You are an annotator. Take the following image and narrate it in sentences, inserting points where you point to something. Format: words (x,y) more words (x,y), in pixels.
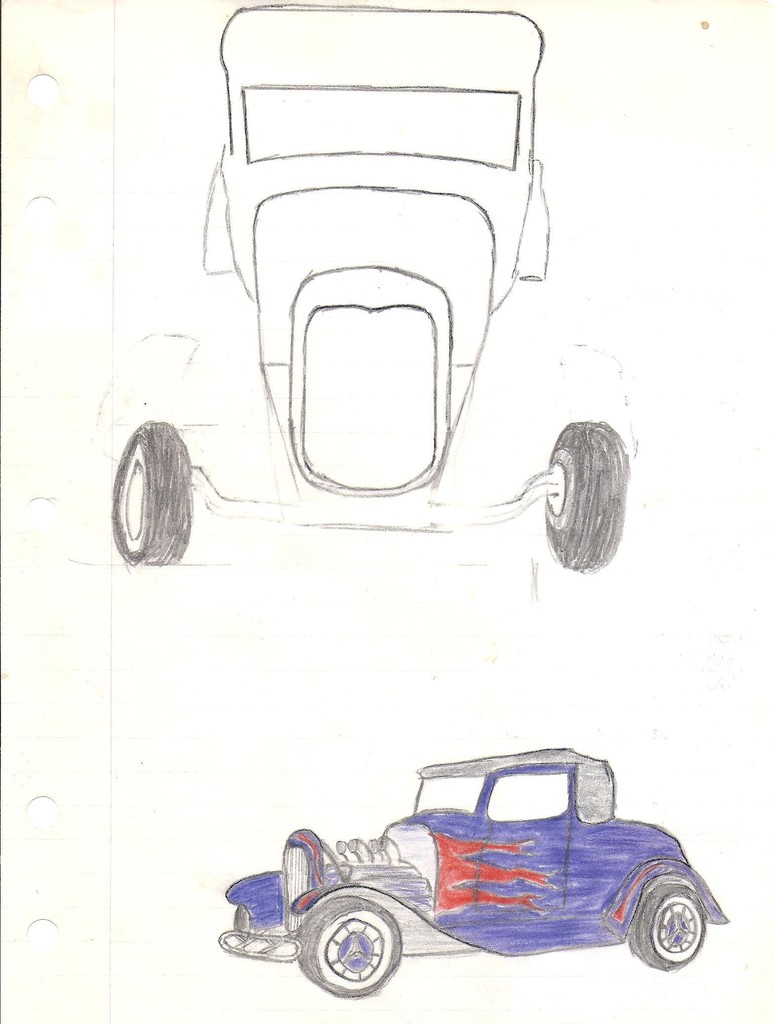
In the center of the image (399,586) we can see one paper (399,586). On the paper (399,586), we can see some drawing (381,473), in which we can see vehicles (391,871). And we can see some colors on one of the vehicles (305,883).
